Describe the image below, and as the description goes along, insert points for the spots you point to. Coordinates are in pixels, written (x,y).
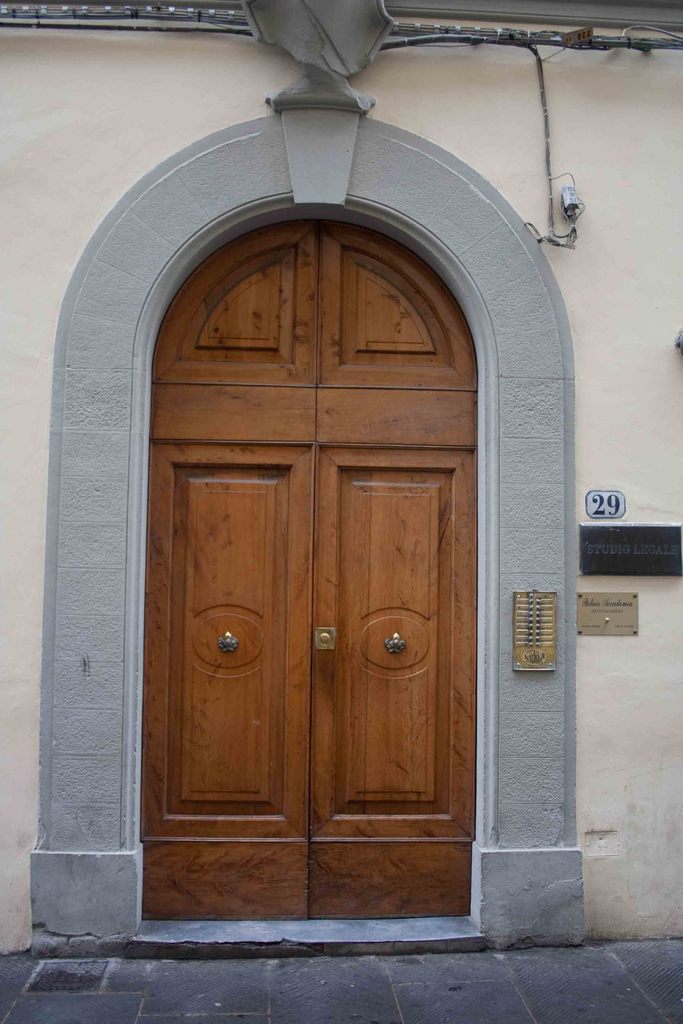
In this image there is a door (288,627) which is brown in colour and on the right side (645,555) there are boards (623,551) with some text (619,547) and numbers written on it which is on the wall (627,515). On the top (573,189) there are pipes (547,242) and there is a camera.
